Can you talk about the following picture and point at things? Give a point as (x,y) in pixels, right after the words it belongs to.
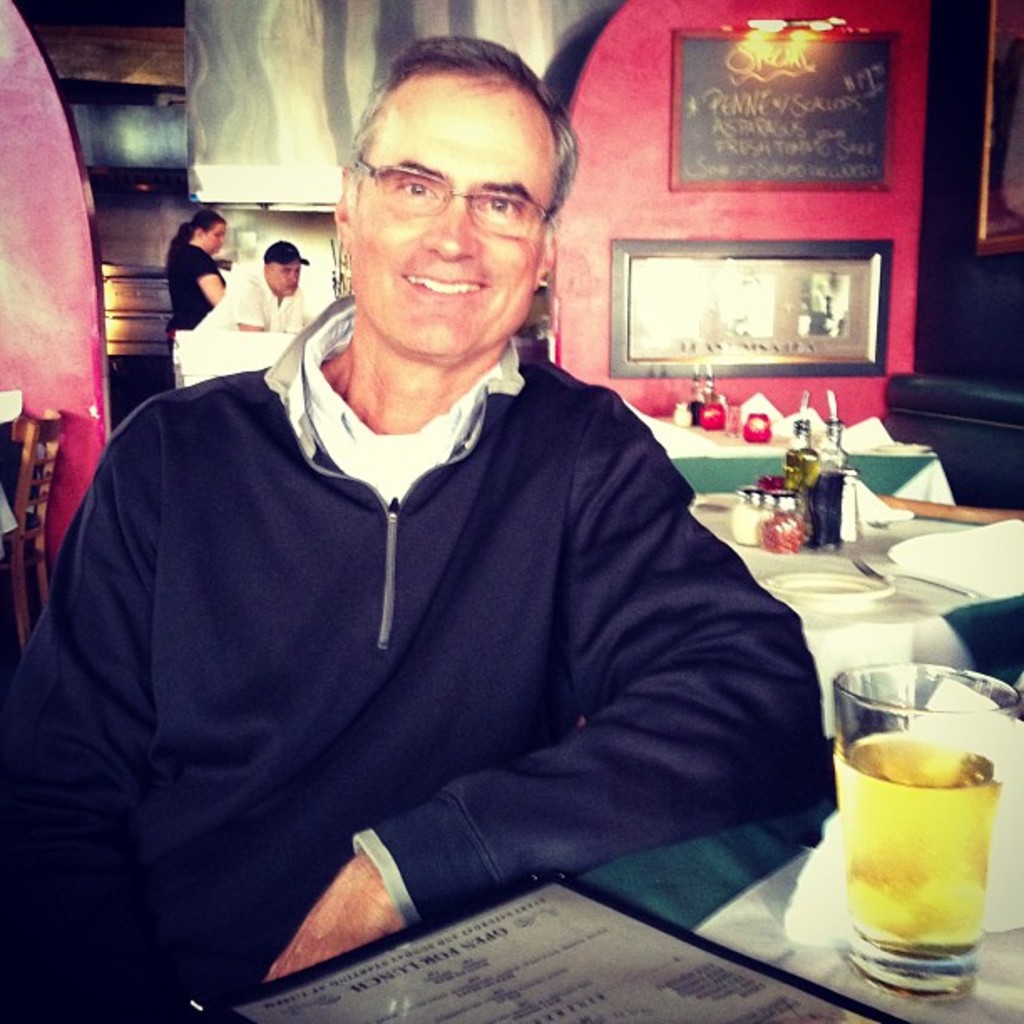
In this picture we can see a man (553,225). He is smiling and he has spectacles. This is table (811,958). On the table (825,962) there are glasses (862,819), plate (869,590), and a bottle (787,483). On the background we can see two persons (203,242). This is wall (636,236) and there are frames (706,119).
